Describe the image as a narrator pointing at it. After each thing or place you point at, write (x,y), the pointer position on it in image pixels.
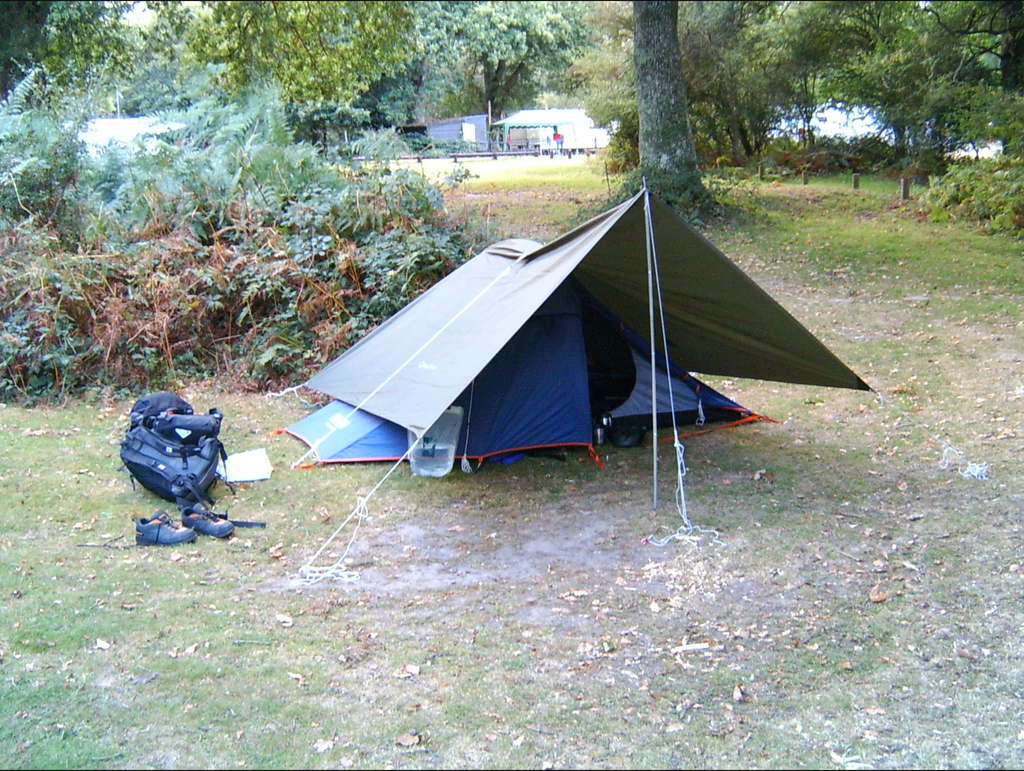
In this image we can see the tent (723,277) on the ground (792,225) and to the side we can see a bag (216,411) and a pair of shoes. We can see some plants (26,210) and trees (586,27) and in the background (577,143), we can see some buildings (577,143) and grass (914,247) on the ground (266,642).
